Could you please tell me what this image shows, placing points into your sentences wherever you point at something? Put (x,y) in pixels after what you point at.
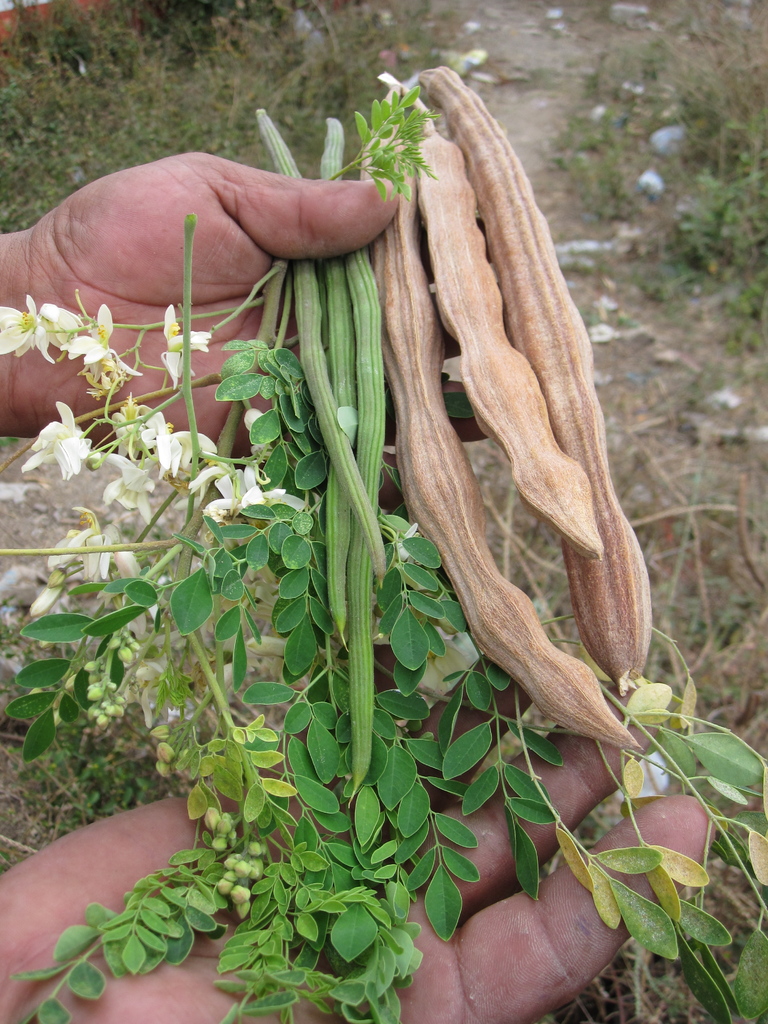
Here in this picture we can see drumsticks (412,344) present in person's hand (394,507) and we can also see some flowers (165,448) and branches (110,424) with leaves (253,548) present over there and on the ground (687,334) we can see plants (236,125) present over there.
